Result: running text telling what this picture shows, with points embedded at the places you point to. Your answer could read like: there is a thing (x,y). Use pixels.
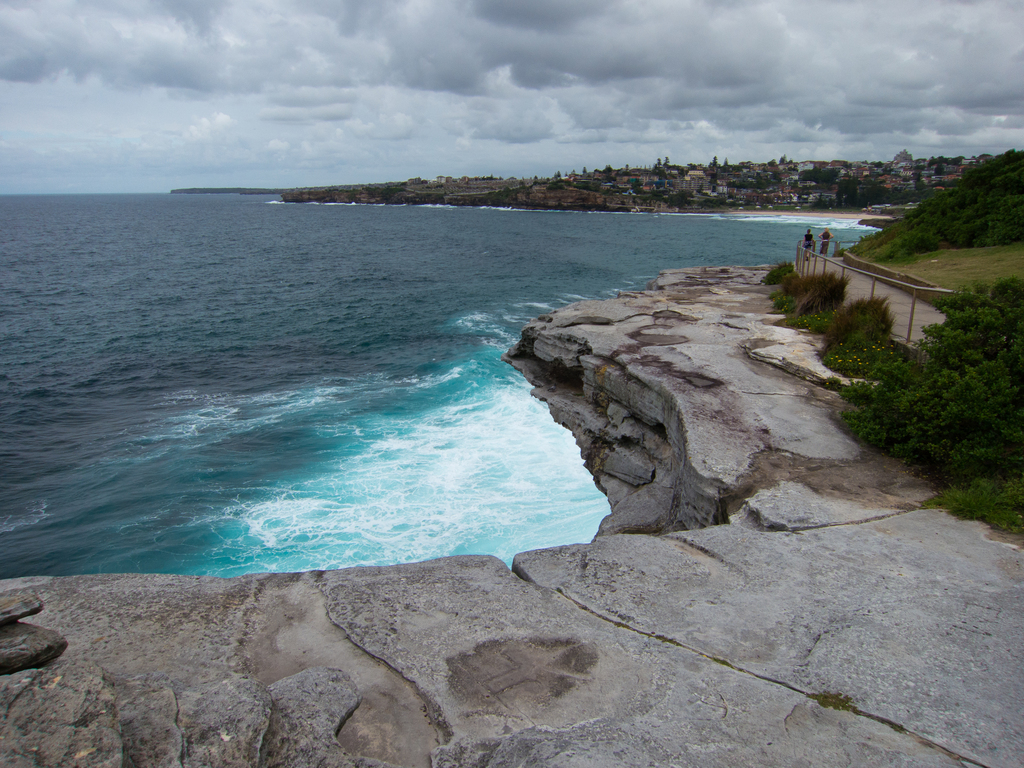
On the left side of this image (126,339) there is an Ocean (209,470). At the bottom (325,659) there is a rock (699,399). On the right side (879,255) there are many trees (961,324) and plants (931,372) on the ground (963,286) and also there is a fencing (827,256). In the background (643,194) there are many buildings (660,183) and trees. At the top of the image (216,106) I can see the sky (242,86) and clouds (320,63).
